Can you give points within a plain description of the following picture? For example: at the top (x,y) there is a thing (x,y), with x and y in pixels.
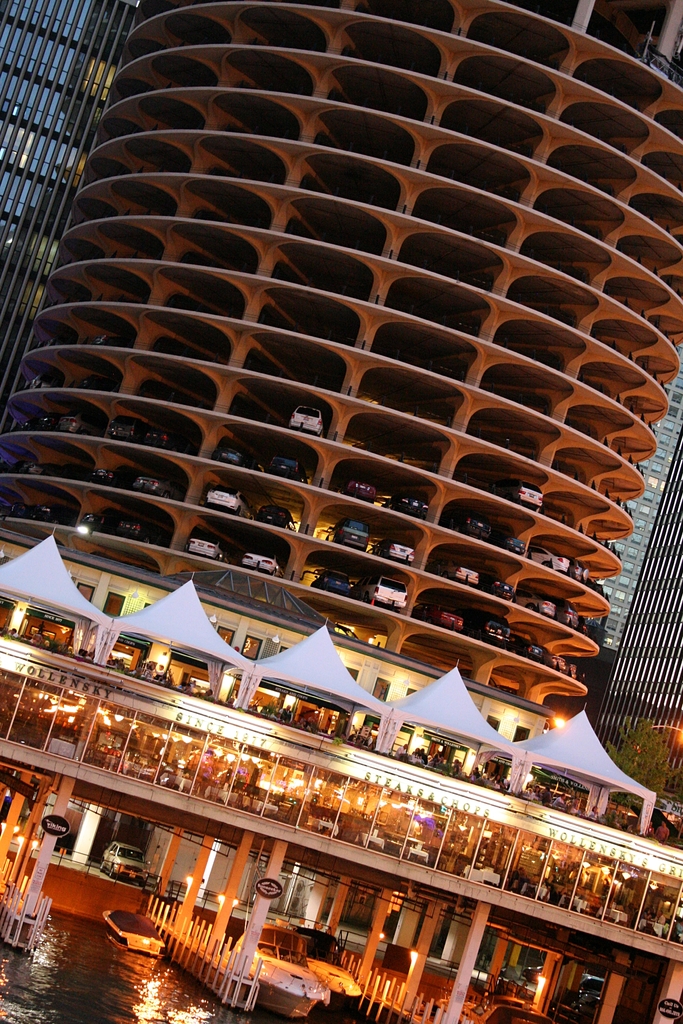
In this picture I can see buildings (333,505) and I can see few people (536,786) under the tents (605,797) and few boats (278,998) on the water (95,961). I can see few cars (286,466) parked.
